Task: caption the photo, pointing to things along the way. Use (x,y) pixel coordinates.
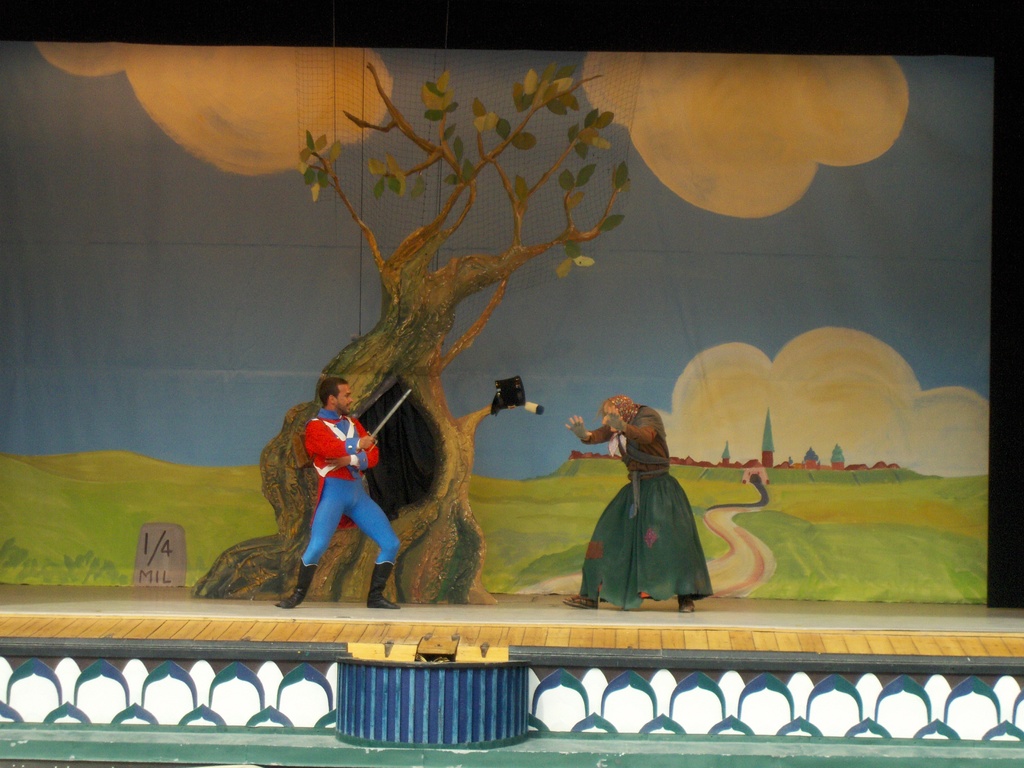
There are two persons (335,404) showing a performance on a stage (705,610). In the background (747,598), there is a painting (725,103) in which, there is a tree (511,190) on the ground (551,535), there is a road (766,495), there is grass (559,482), there are trees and there are clouds (858,442) in the blue sky (650,217).
